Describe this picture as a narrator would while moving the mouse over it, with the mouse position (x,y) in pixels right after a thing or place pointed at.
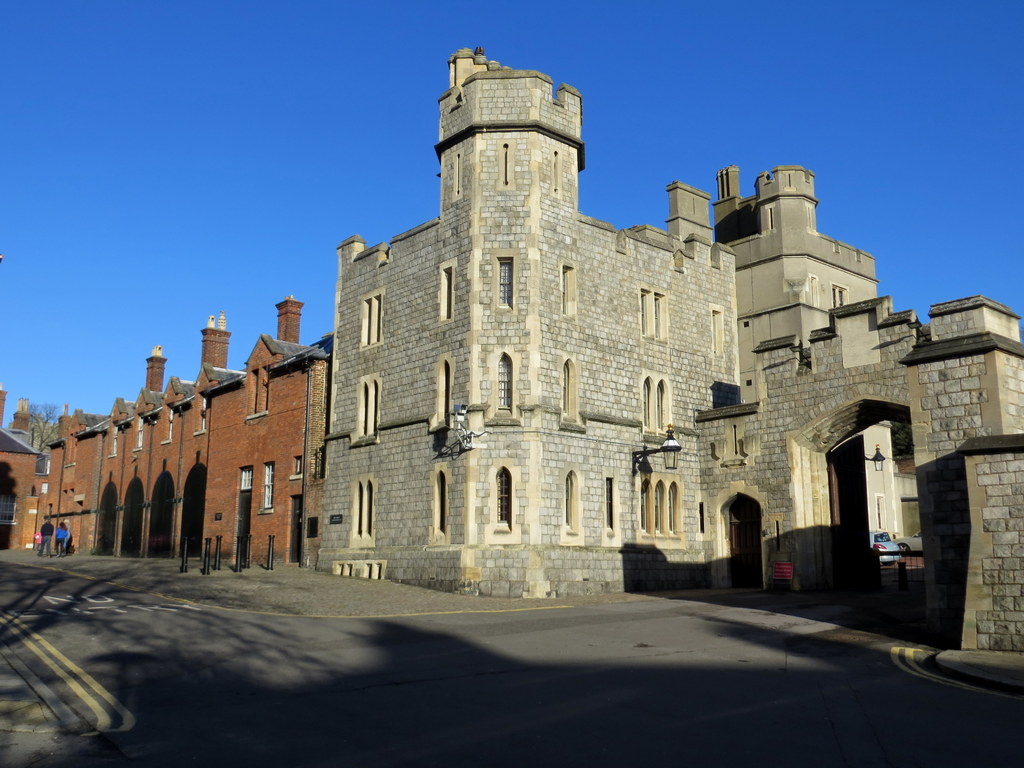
At the bottom of the picture (316,635), we see the road (76,572). On the left side (65,532), we see two people (51,538) are walking on the road (70,583). Beside that, we see a building (181,453) in brown color. Beside that, we see the poles (207,566). In the middle (456,376), we see a building (584,449). On the right side (972,407), we see a wall (949,527) which is made up of stones (963,564). Beside that, we see the railing (907,560) and the cars (906,537) parked on the road (898,557). We see a board (781,570) in red color. At the top (734,126), we see the sky (352,95), which is blue in color. In the background (56,410), we see a tree (53,427).
